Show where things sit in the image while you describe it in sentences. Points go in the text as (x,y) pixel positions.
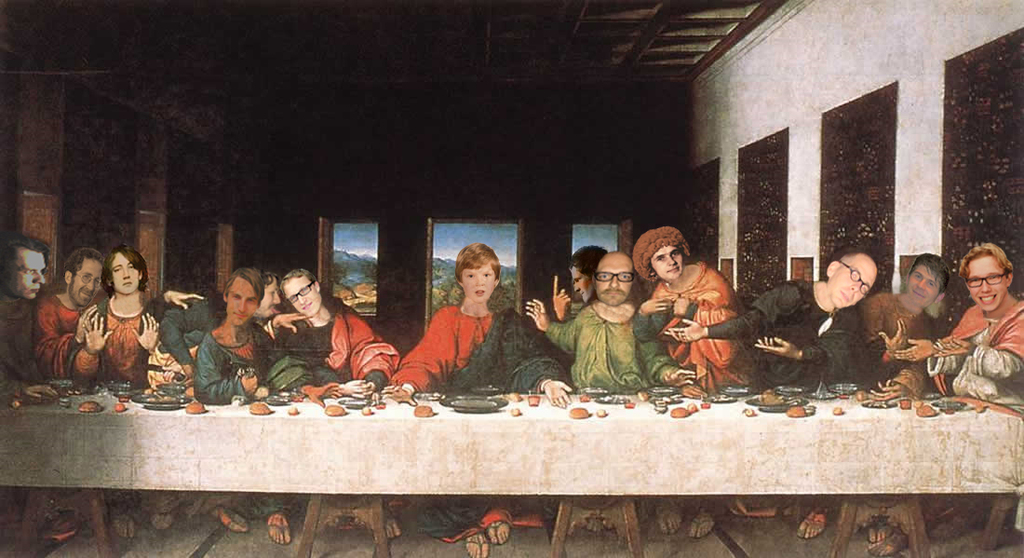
This image is a painting. In this image we can see persons (539,353) sitting at the table (155,417). On the table (106,417) we can see bread (417,413) and plates (868,407). In the background (246,239) we can see hills (337,255), door (444,239), window (349,237) and wall (400,168).
